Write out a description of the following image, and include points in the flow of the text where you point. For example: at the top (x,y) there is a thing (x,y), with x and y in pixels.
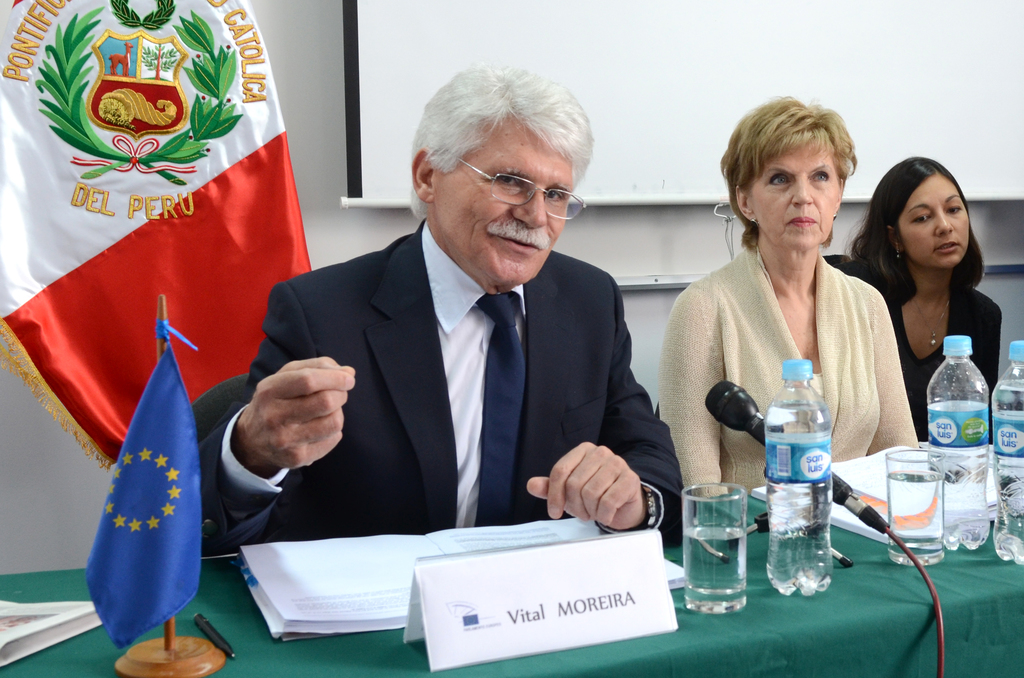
In this Image I see a man (611,348) and 2 women (826,115) who are sitting and there is table (994,622) in front of them on which there are bottles (1003,513), glasses (918,451), books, a name board (522,589) and a mic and I can also see a flag (161,315) over here. In the background (374,7) I see the projector screen (370,21) and another flag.
